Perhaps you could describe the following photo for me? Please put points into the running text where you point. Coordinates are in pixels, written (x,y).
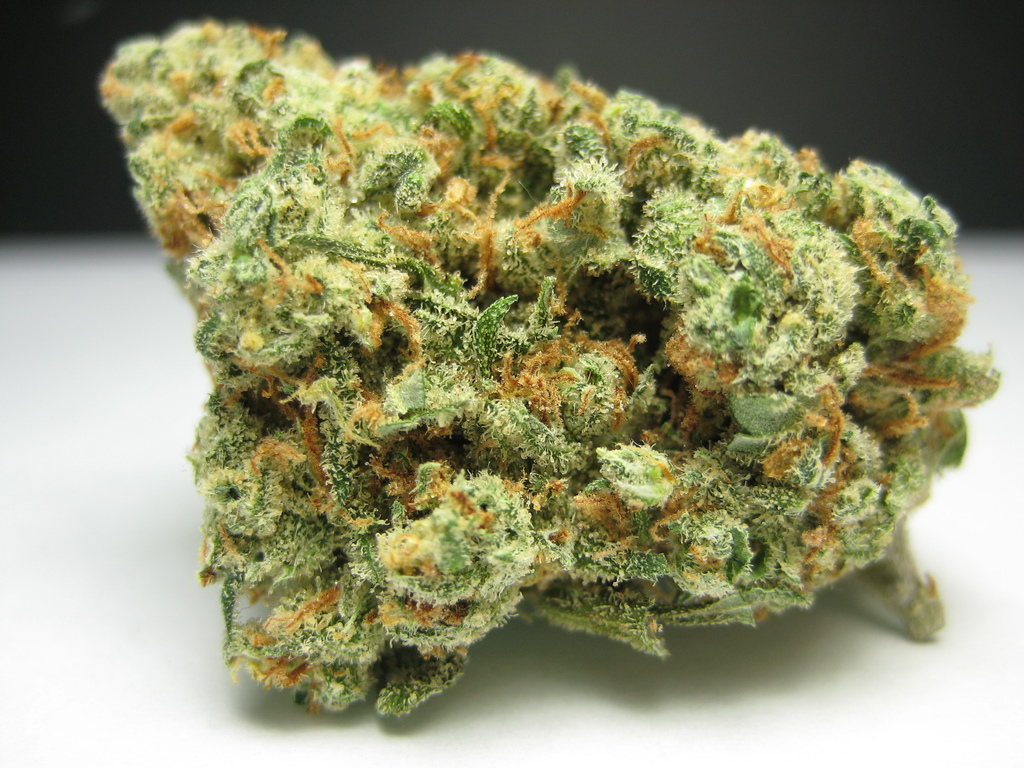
Here we can see an item (506,399) with green color fungus kind of a thing (446,325) on it on a platform (609,714).
